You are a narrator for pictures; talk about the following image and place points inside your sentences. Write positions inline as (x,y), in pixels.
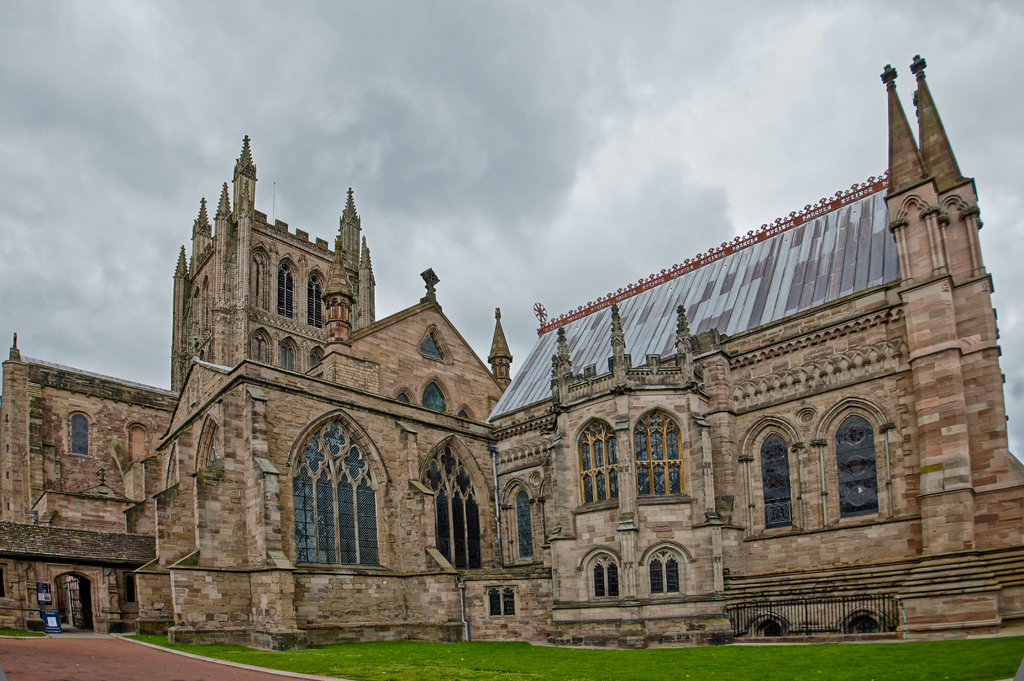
In this image, this is a hereford cathedral church (313,464). These are the windows (336,521) with the glass doors (787,473). This looks like a gate (834,613). I think these are the spires (911,146), which are at the top of the building (501,354). This is the grass (541,669). I think this is the pathway (110,658).
